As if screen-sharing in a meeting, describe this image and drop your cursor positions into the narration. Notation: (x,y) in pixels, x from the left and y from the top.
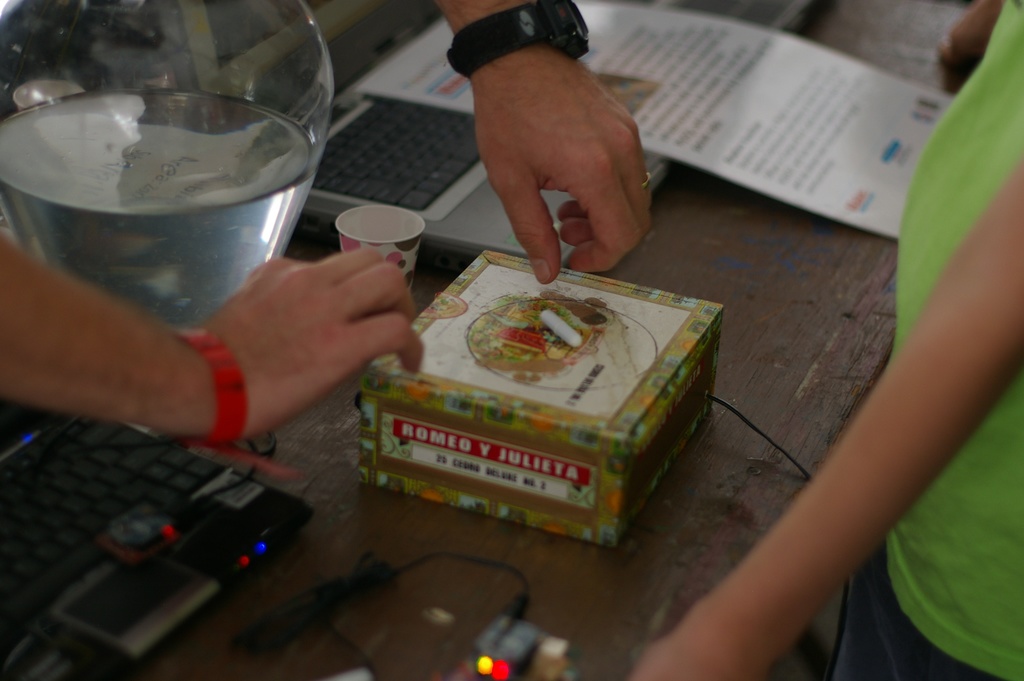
In this image, we can see a table (341,616), on that table (441,565) there are laptops (462,249), glass object (262,92), there is a box (583,399), we can see hands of a person (288,295), there is a person (961,254) standing.
